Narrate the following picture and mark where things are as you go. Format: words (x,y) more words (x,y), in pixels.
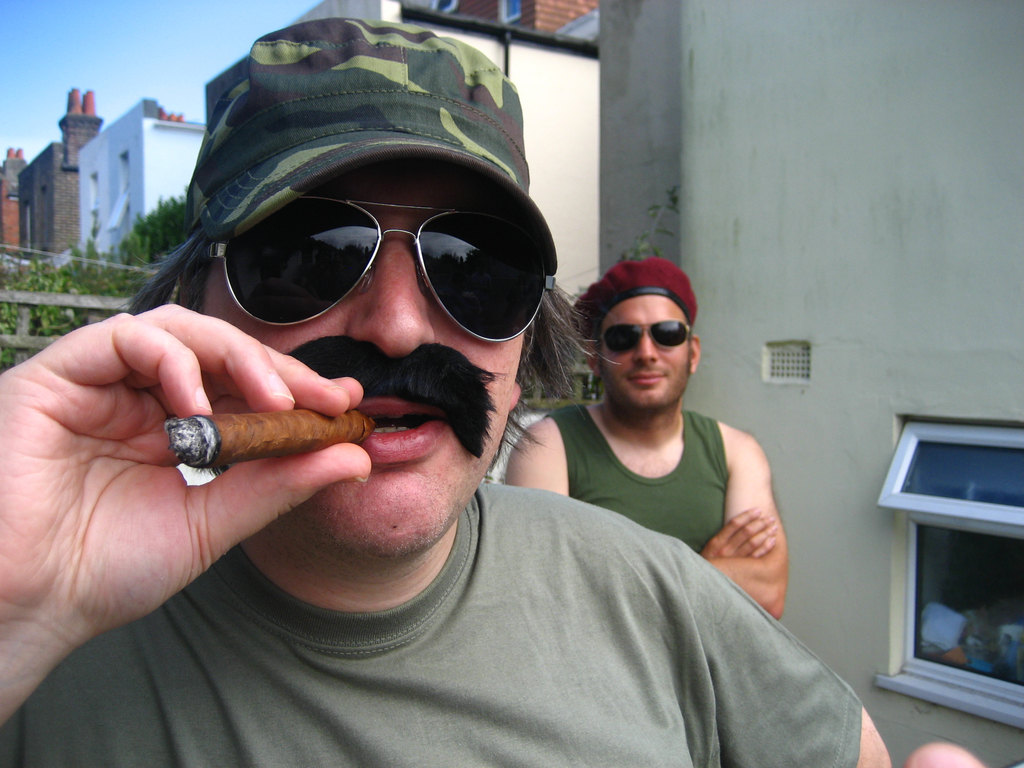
In front of the image there is a person (163,495) smoking a cigar (201,425), behind him there is another person (617,502), beside him there is a glass window (920,526) on the wall (773,280), behind him there is a wooden fence (51,297), behind the fence (69,299) there is a cable (94,260), trees (86,270) and buildings (552,30).
